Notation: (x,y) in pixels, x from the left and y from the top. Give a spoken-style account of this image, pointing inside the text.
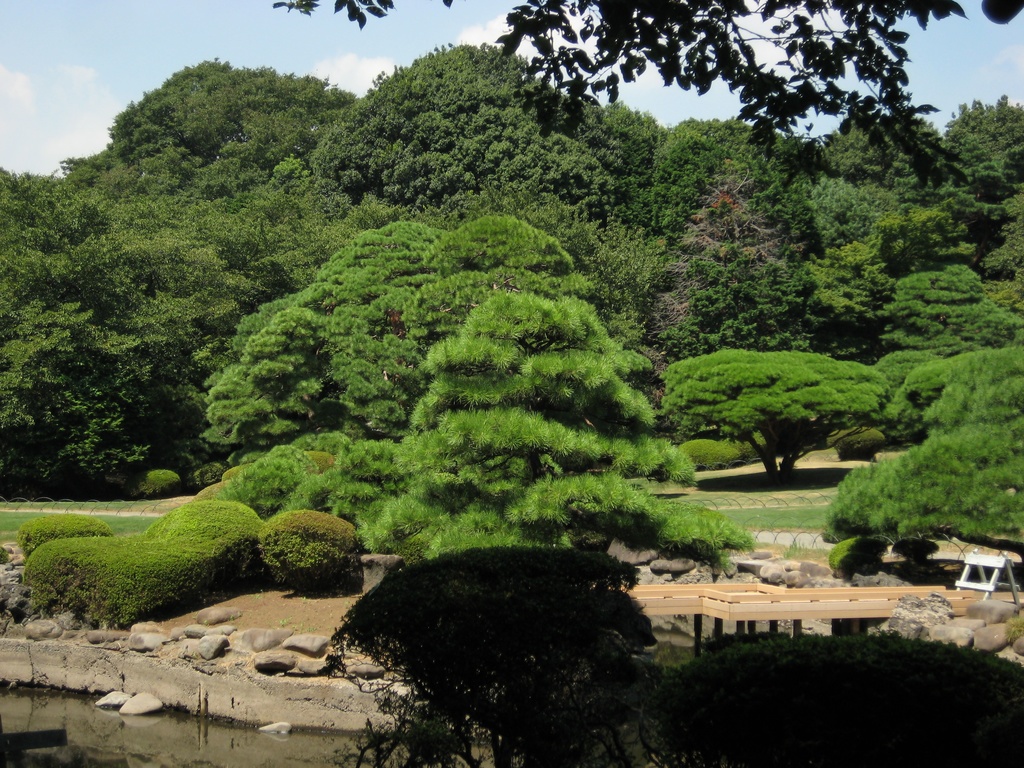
In this image, I can see the trees (472,542), bushes (243,553) and rocks (153,627). On the right side of the image (916,591), I can see a pathway (854,615) and a wooden object (830,596). At the bottom of the image (162,734), there is water (169,718). In the background (108,120), I can see the sky (167,51).
